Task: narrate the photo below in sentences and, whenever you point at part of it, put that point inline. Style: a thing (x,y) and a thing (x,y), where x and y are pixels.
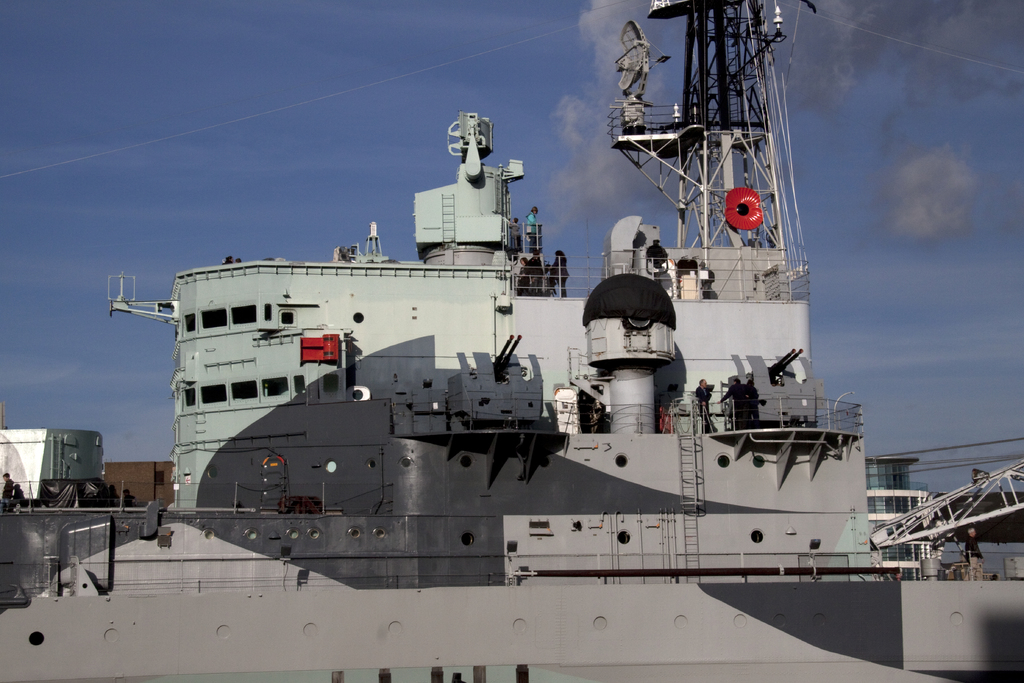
In this image I can see a ship (557,510). On the ship (474,473) I can see some people (558,272). In the background (316,181) I can see the sky (282,164). Here I can see ladders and tower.
